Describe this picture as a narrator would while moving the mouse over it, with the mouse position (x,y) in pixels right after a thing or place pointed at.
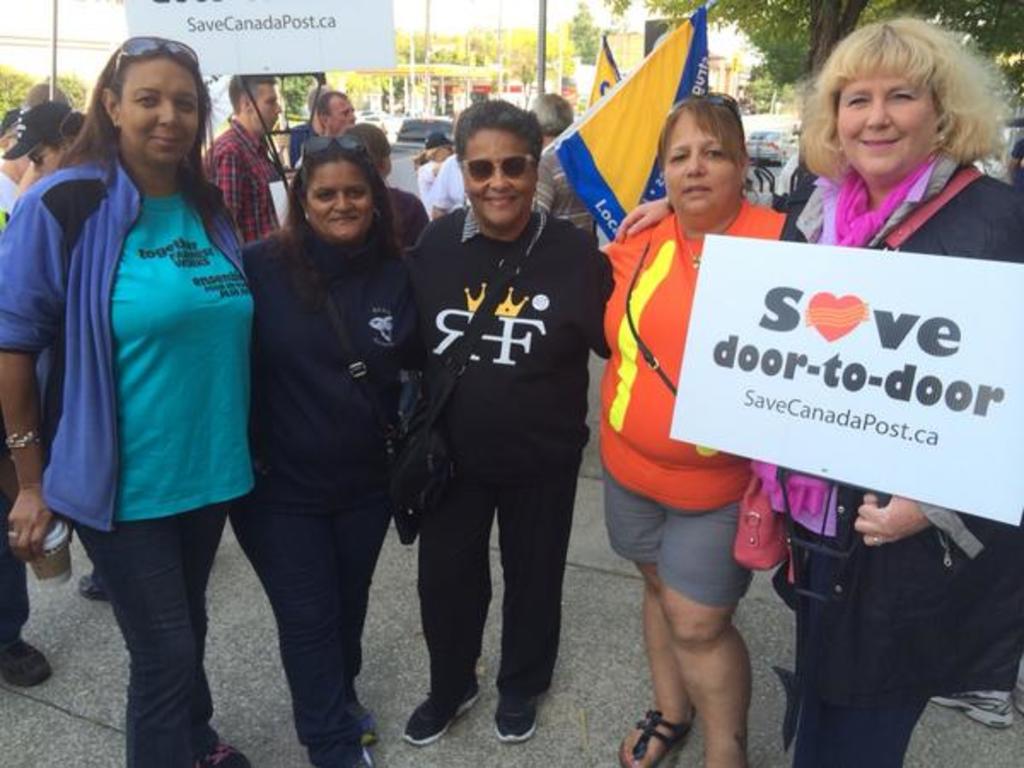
There are five persons (913,115) in different color dresses (71,167), smiling and standing on a footpath (567,707). One of them is holding a placard (1008,370). In the background (376,42), there are persons (14,176), Some of them are holding flags (604,135) and one is holding a placard (333,38), there are trees (583,18), poles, vehicles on the road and there is sky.
